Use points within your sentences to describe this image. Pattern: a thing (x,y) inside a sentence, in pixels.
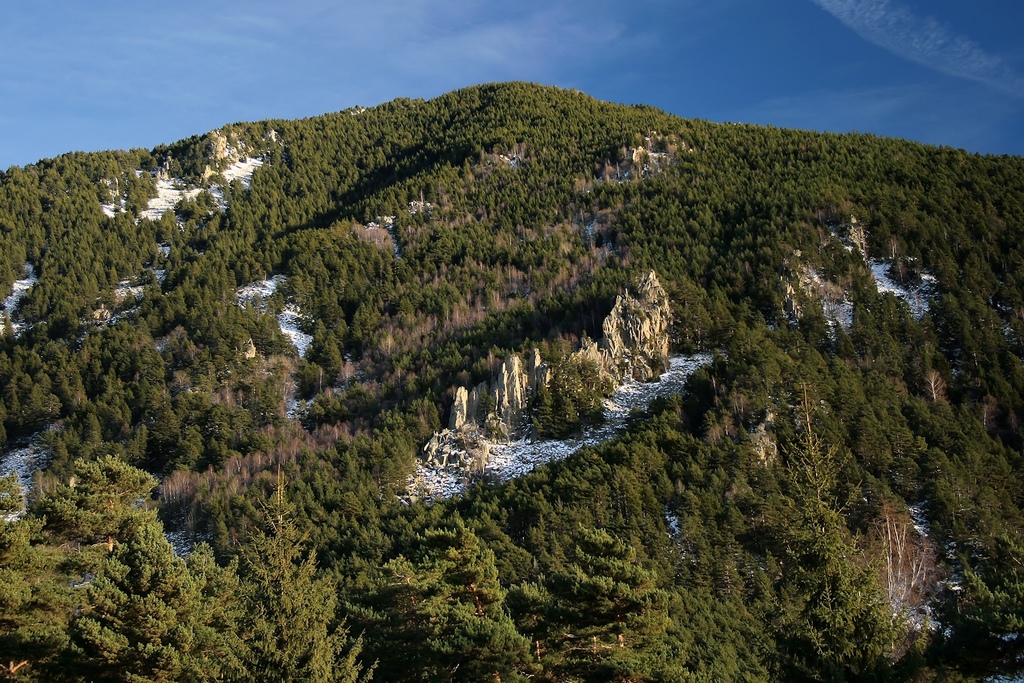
These are the trees (578,348) on the hills (531,373), at the top (425,36) it's a blue color sky (490,39).
